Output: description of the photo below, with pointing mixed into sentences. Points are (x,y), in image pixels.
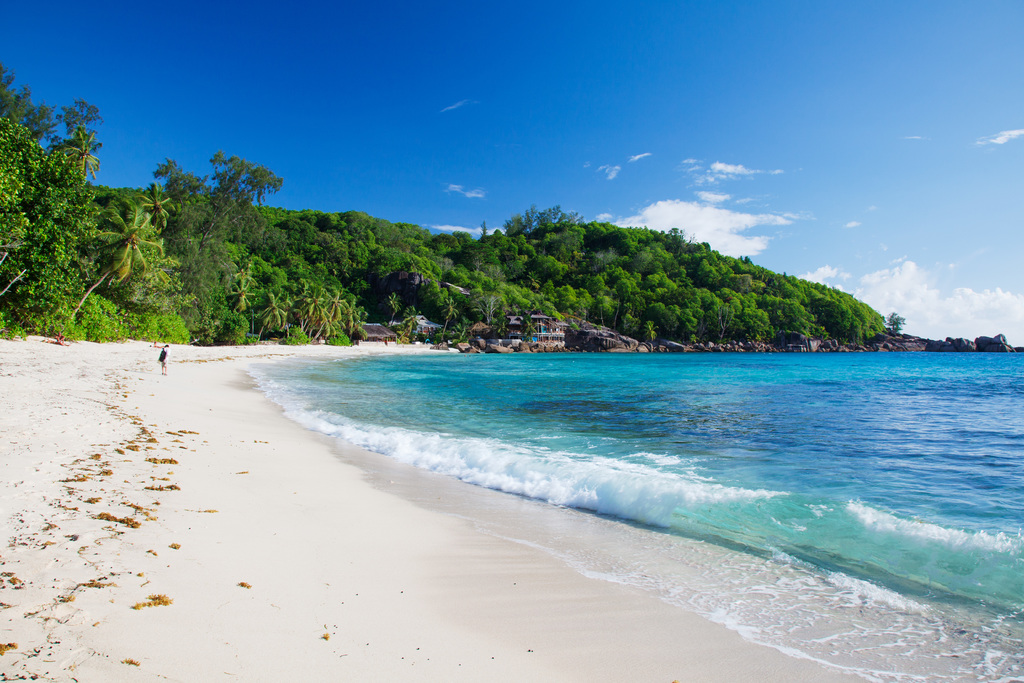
At the bottom of the image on the left side (166,352) there is a person (166,366) standing on the seashore (157,399). And on the right side of the image (841,363) there is water (619,391). In the background (527,260) there are trees (535,290) and also there are few buildings (540,325). At the top of the image (703,227) there is sky (642,213) with clouds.
